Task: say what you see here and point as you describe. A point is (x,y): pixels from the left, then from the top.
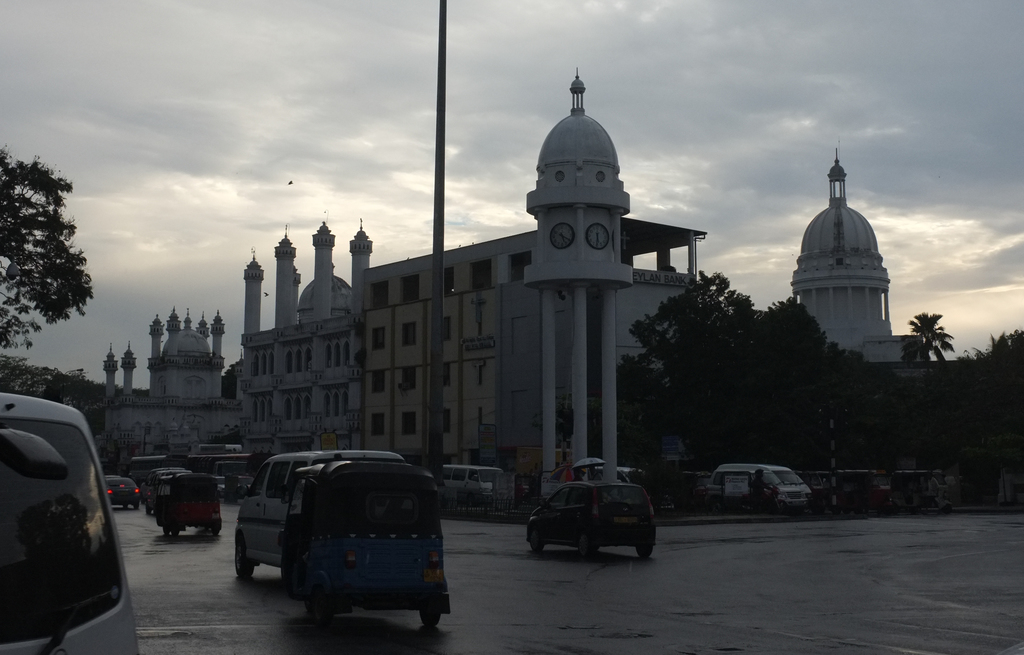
In this picture I can see buildings (836,334), some vehicles (633,508) are moving on the road (525,544), beside the road (522,563) we can see some trees (701,438).
